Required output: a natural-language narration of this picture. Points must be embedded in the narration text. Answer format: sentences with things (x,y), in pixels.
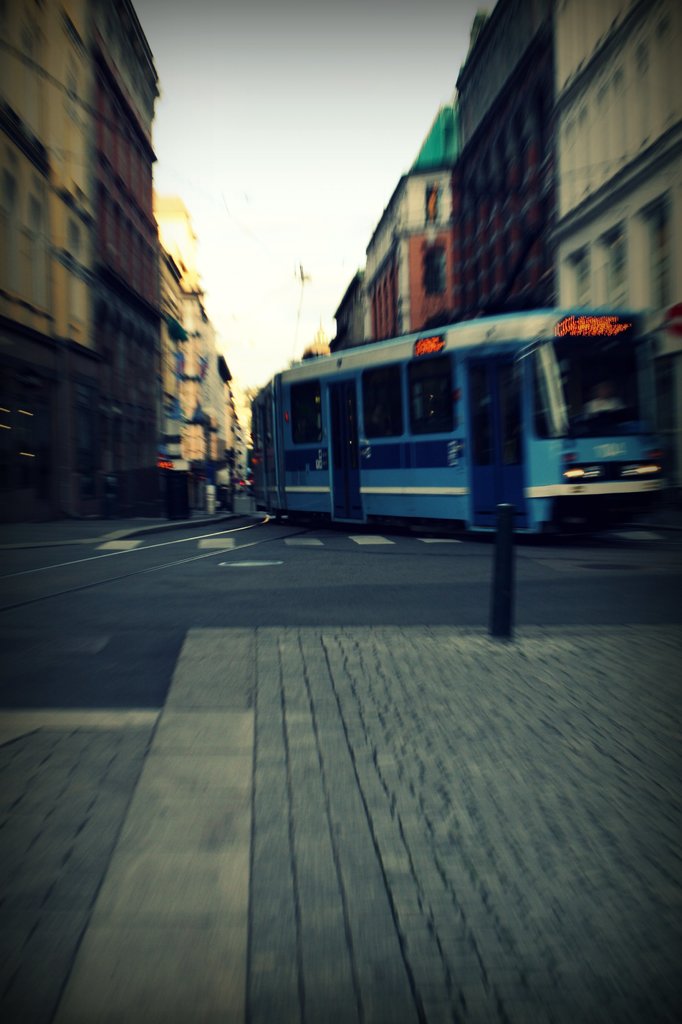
In this picture I can see the road (243,569) in front (109,608) and in the middle of this picture (348,445), I can see the train (414,386) and in the background (429,201) I can see number of buildings (65,85) and the sky (297,167).
